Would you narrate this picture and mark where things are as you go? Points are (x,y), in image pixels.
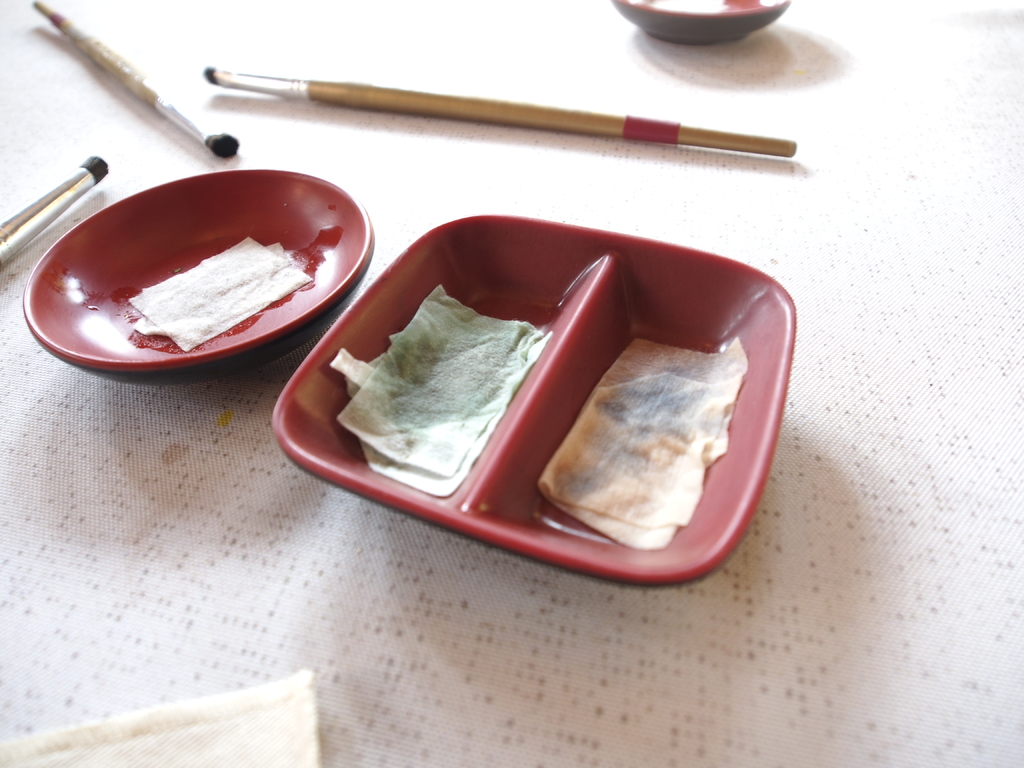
In this image, we can see three containers (715,489) and we can see paint brushes (187,123) on the cloth (274,552).
